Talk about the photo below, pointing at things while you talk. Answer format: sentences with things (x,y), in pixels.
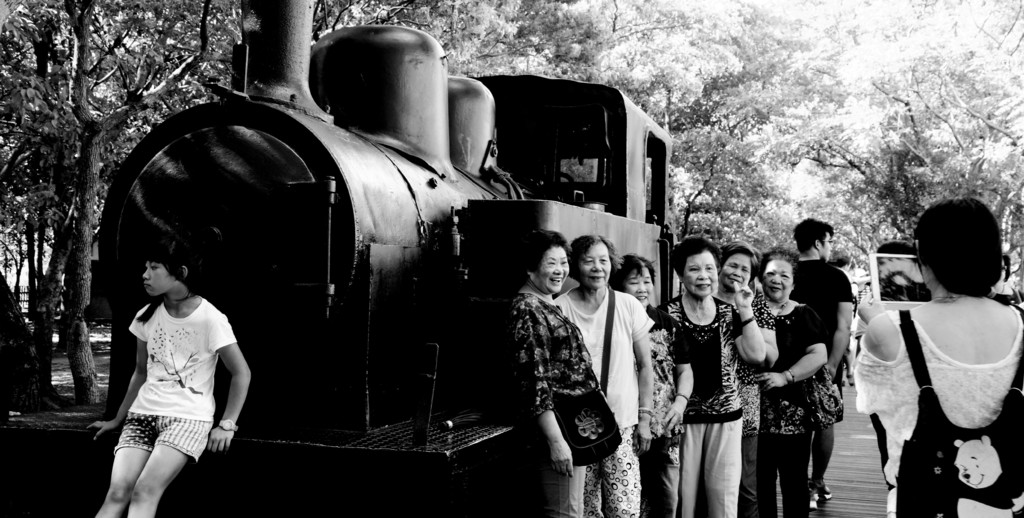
Here we can see a black and white photograph, in this picture we can see a train (305,330) and group of people (170,361), on the right side of the image (894,383) we can see a woman (868,402), she is carrying a bag (960,476) and she is holding a tablet (889,254), in the background (864,262) we can find few trees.
